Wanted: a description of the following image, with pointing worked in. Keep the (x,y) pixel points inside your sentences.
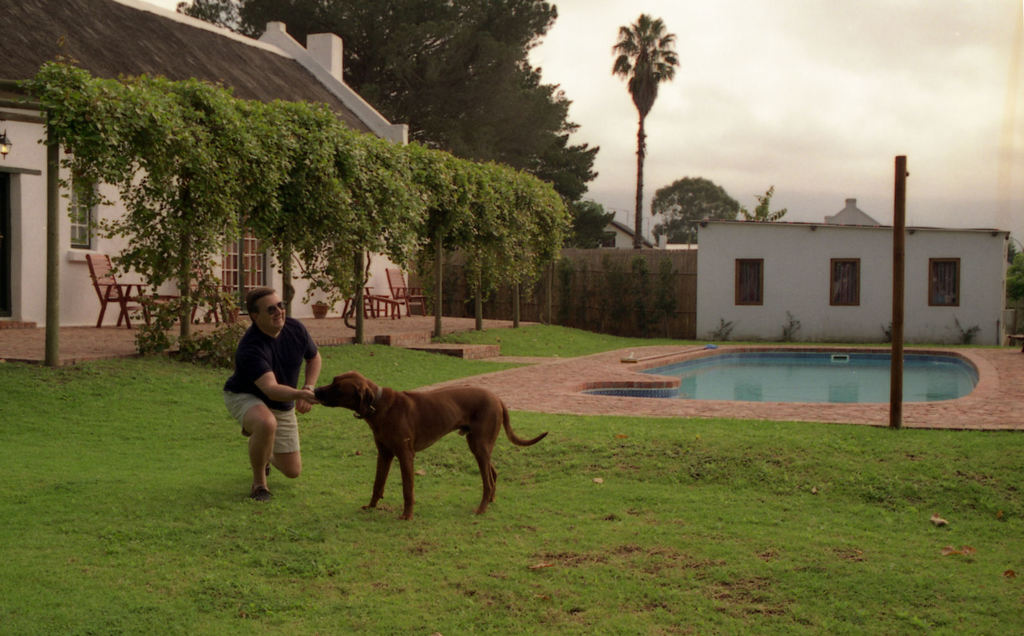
In this image there is a man (295,425) feeding food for the dog (404,430) and at the back ground (33,230) there is a house (83,261), chair (108,257), door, trees (427,132), plants (252,187), a small pool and a sky (744,26) covered with clouds (985,171).
